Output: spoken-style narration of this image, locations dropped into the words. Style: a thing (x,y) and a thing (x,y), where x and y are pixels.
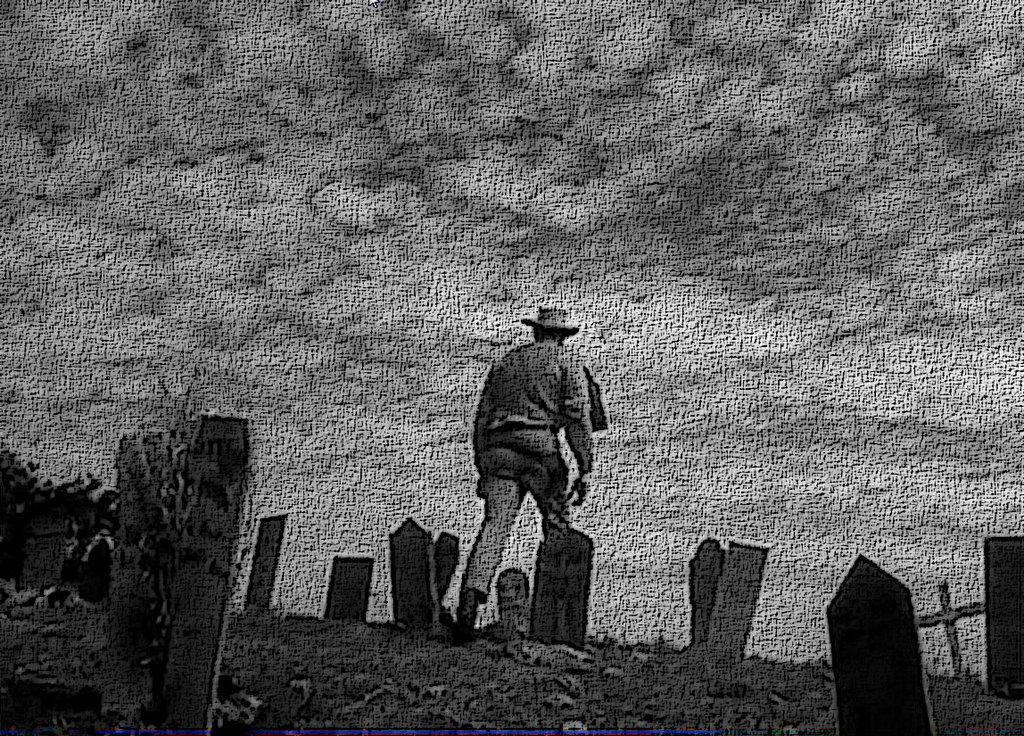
This is an edited image. In this image there is a person (525,321), memorial stones (884,579) and sky (571,199).
